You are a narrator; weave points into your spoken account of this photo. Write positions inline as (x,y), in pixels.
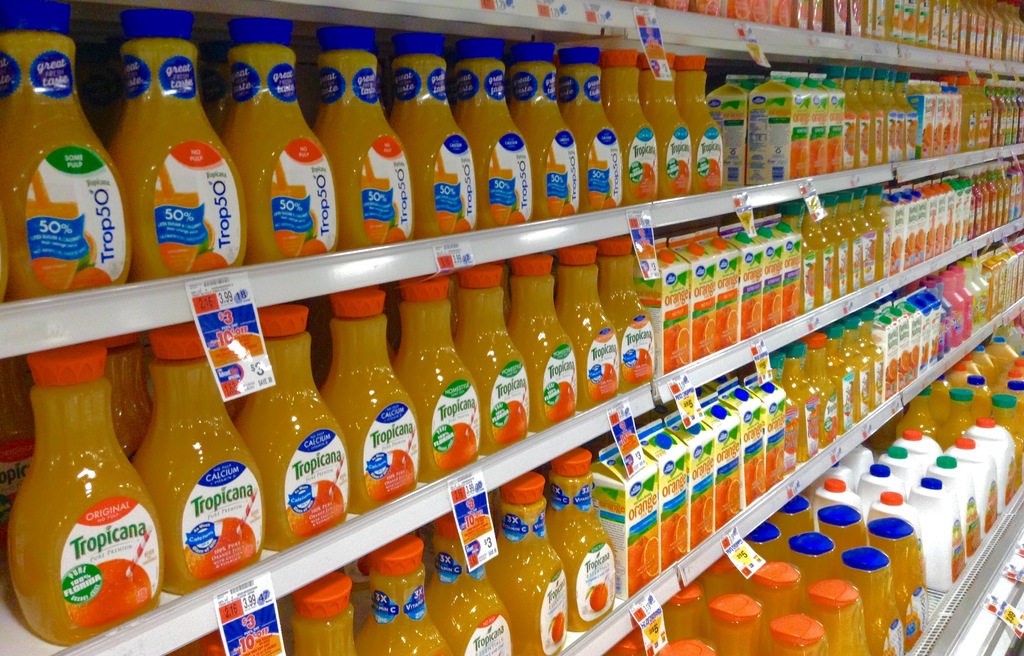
In this image we can see few bottles (600,260) and some objects (665,485) arranged in the shelves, there we can see some stickers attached to the shelves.
